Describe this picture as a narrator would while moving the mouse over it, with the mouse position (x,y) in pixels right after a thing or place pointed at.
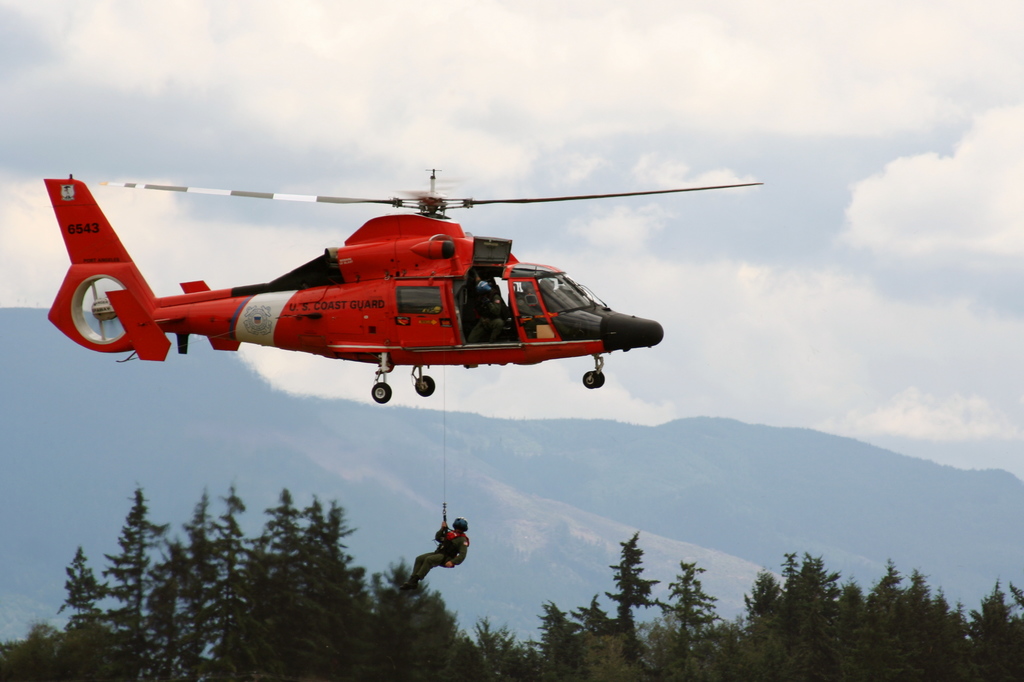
In the foreground (452,555) I can see a helicopter (203,302) in the air (516,380) and a person (452,535) is hanging on the rope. At the bottom (635,632) I can see trees (393,647) and mountains (557,520). On the top (578,169) I can see the sky (550,169). This image is taken near the forest (704,596).
